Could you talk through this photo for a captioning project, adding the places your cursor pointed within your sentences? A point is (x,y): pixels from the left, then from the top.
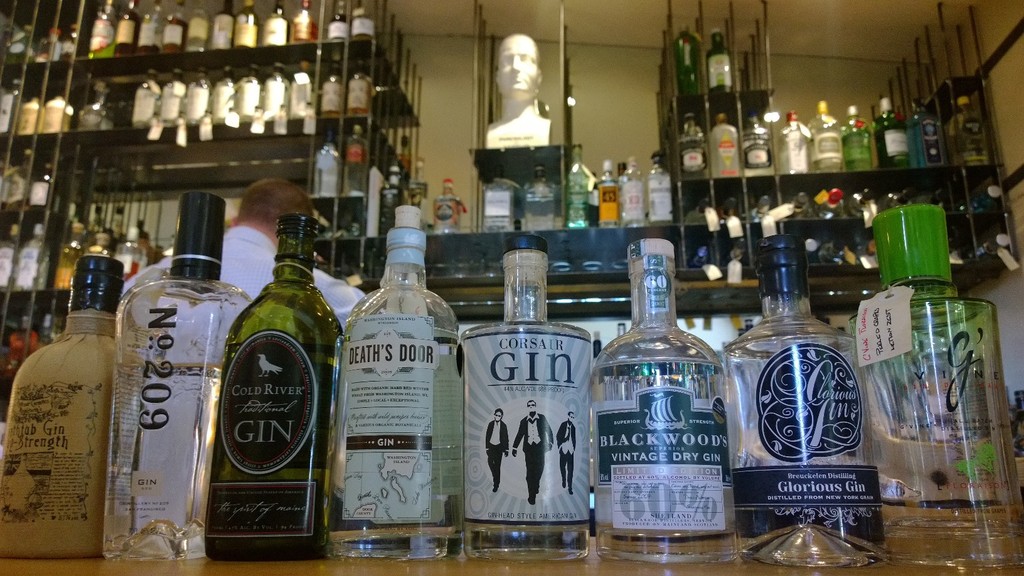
In this image there are group of bottles (926,338) kept on the table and which are kept in the rack (360,209). The background wall (618,86) is white in color. In the middle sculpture (550,121) is there. This image is taken inside a bar shop (312,403).
